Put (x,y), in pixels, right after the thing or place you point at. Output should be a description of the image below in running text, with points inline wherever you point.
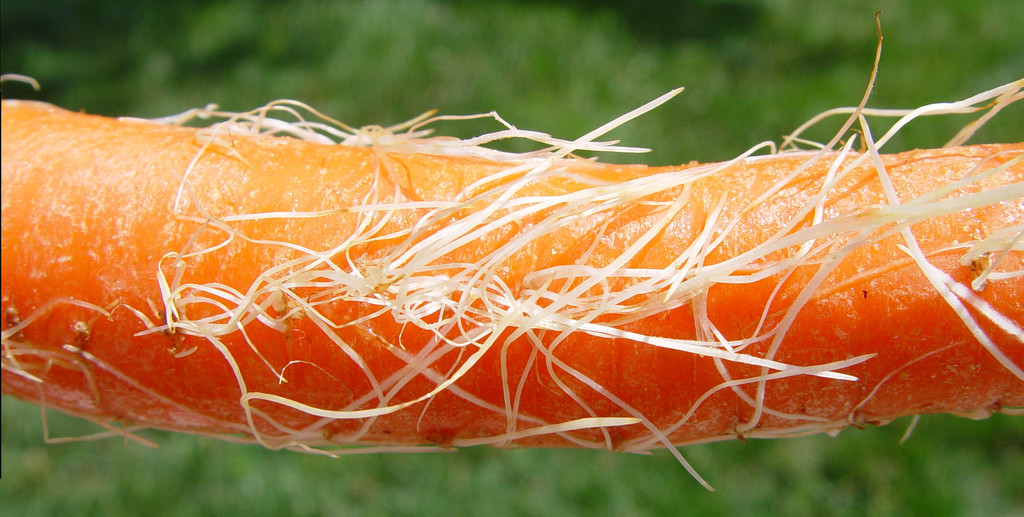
In the middle of this image (507,257), there is an orange color carrot (252,259). And the background (893,97) is blurred.
